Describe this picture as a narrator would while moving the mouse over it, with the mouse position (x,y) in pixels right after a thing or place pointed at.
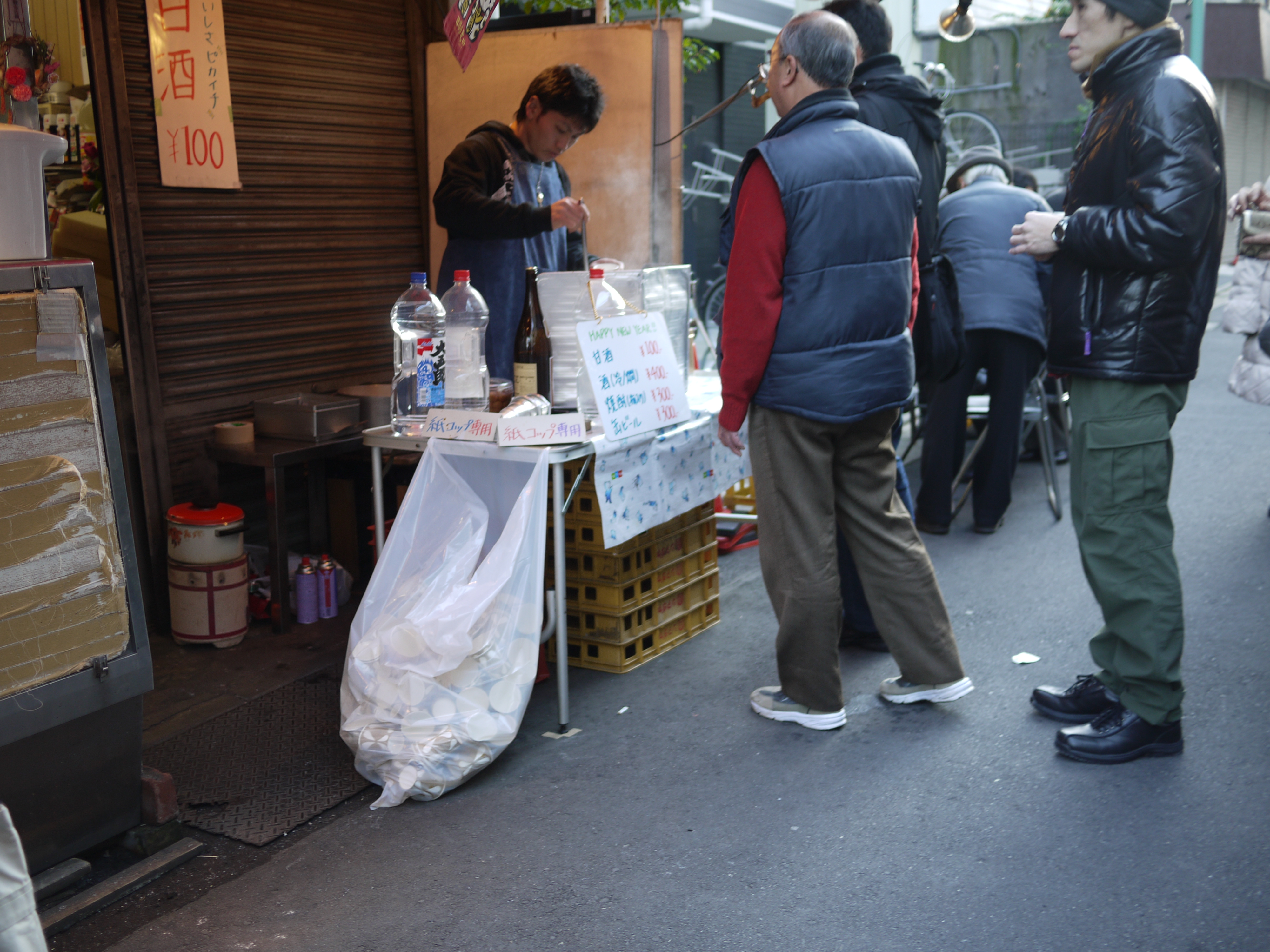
This is a picture taken in outdoor, There are group of people (787,241) standing on the road (850,846). The man (796,327) in blue jacket (832,224) in front of the man (774,271) there is a table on the table (537,448) there are bottle (445,376) and a board (634,377). Background of this people (501,283) there is a shutter (336,165) and a banner (192,22).
